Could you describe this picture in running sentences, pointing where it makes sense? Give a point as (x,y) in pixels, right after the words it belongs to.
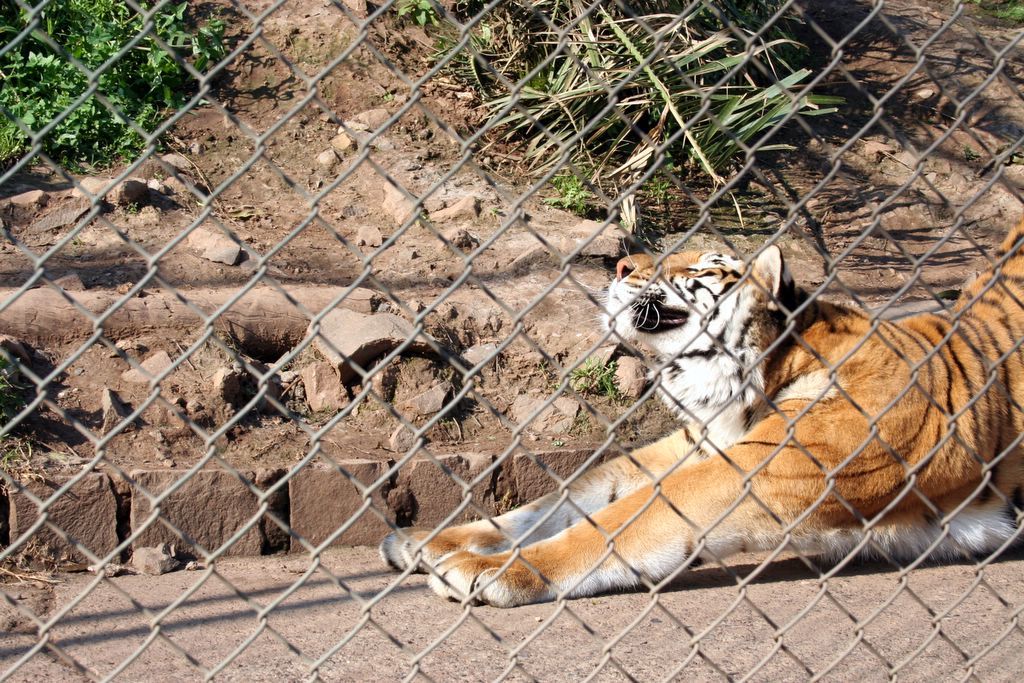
In this image I can see on the right side (763,404) there is a tiger (785,501), this is an iron net (624,496). At the top (453,43) there are trees (695,66).
